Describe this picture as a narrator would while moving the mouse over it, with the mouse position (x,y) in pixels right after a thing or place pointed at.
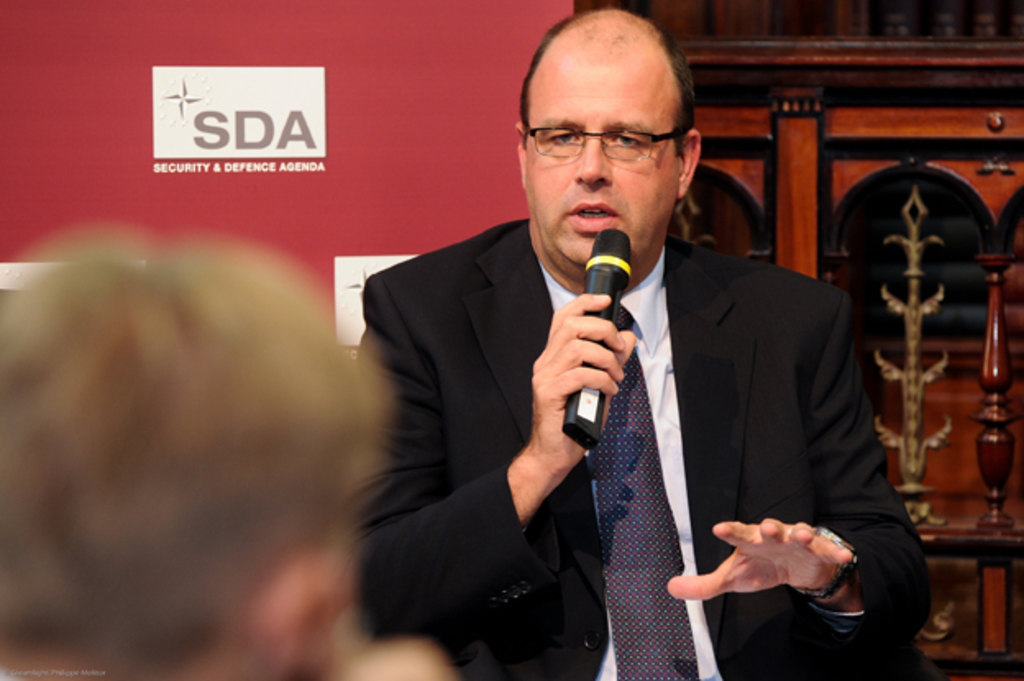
In this picture there is a man (841,390) sitting holding a microphone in his hand (522,482) and speaking.
